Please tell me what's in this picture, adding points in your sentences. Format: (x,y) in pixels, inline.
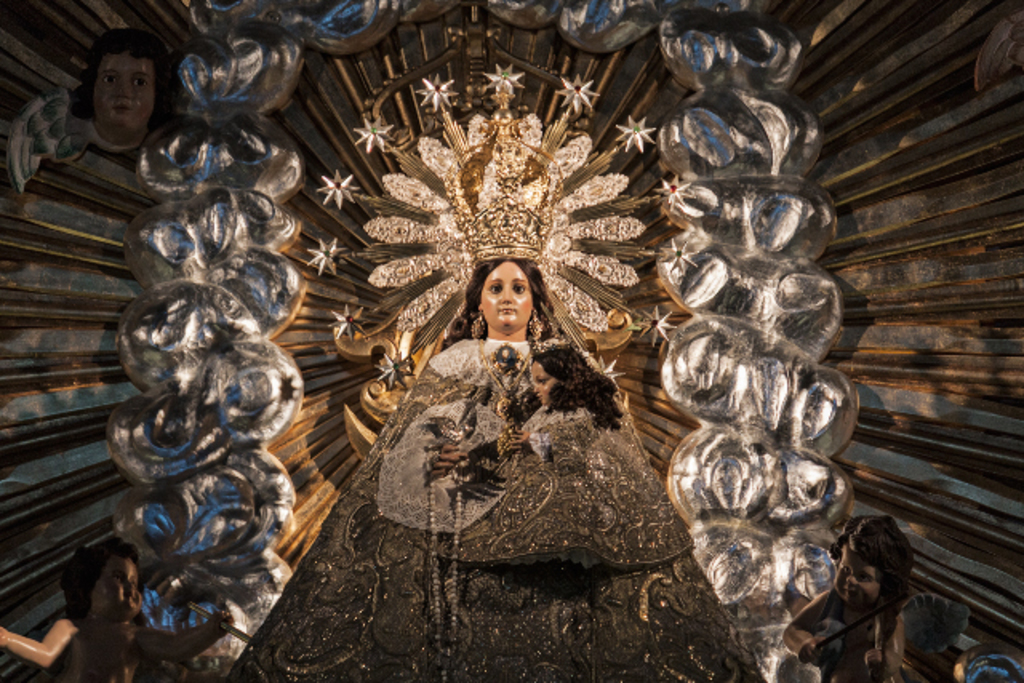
In this image we can see sculptures (540,569).
